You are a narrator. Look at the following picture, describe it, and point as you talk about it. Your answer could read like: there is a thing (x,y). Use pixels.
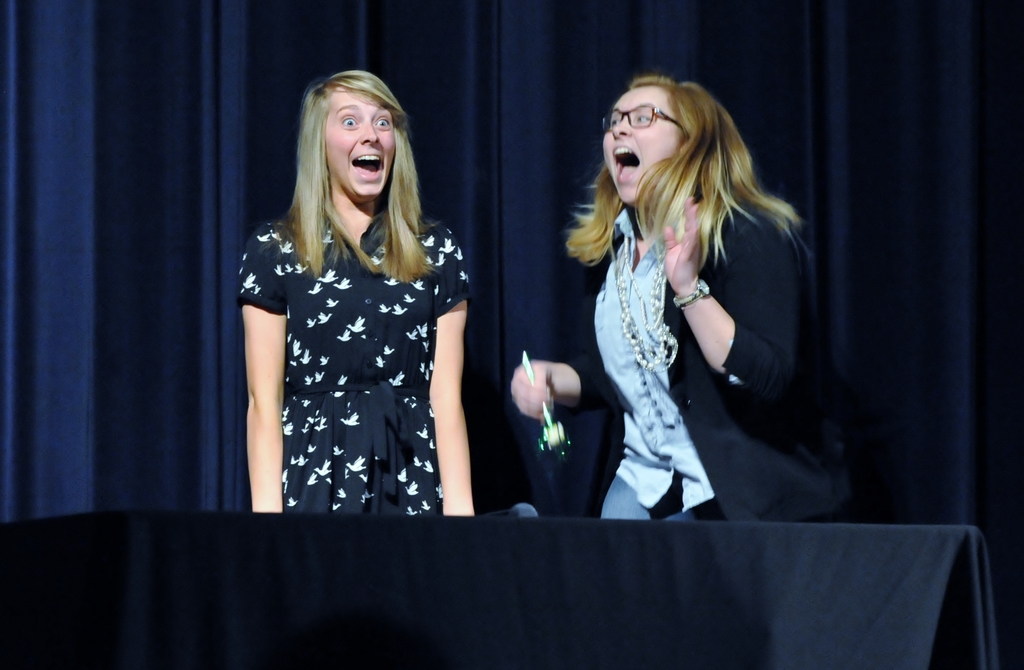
In this picture we can see two women (333,229), they are laughing, and the right side person (585,300) is holding an object (533,382) in her hand (546,393), and we can see curtains (557,131).
